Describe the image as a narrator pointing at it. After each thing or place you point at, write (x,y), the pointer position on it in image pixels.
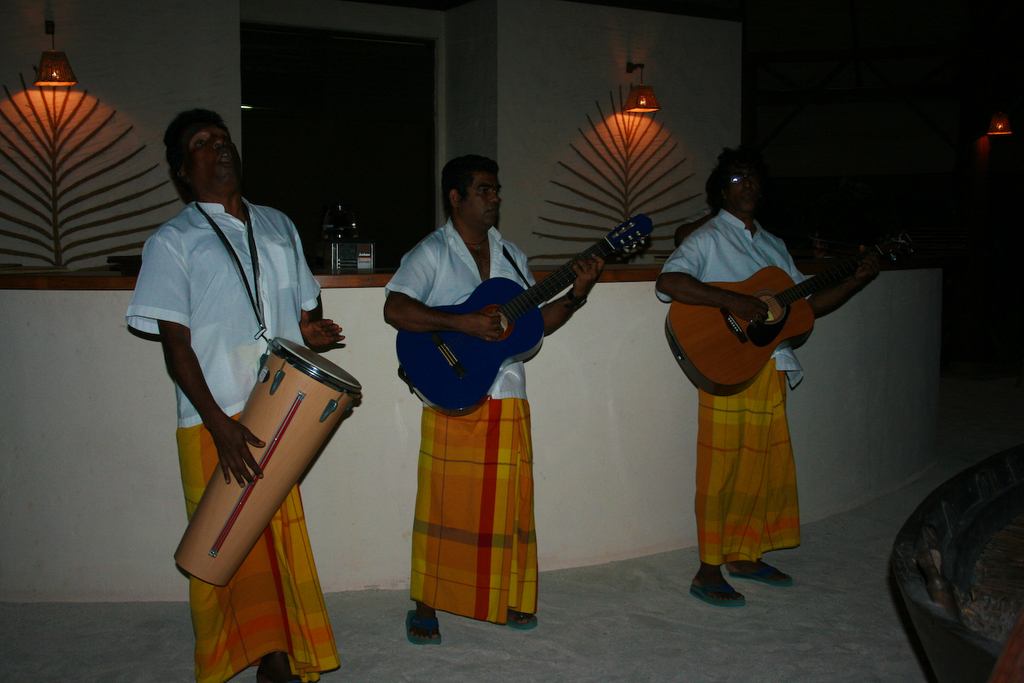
A room (6,516) with three people (144,288) who wore same dress (163,267) and holding some instruments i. e musical instruments (900,245) and playing the instruments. Behind them we can see two lamps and a cardboard type desk (62,279) behind them.
